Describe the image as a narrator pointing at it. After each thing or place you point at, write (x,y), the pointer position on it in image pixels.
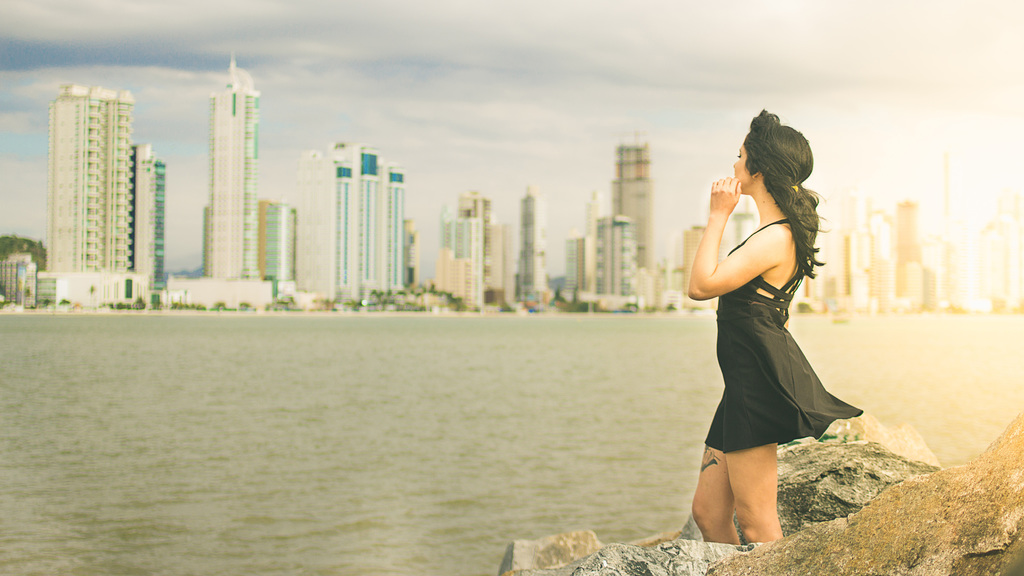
As we can see in the image there is water (350,364), a woman (758,172) wearing black color dress (777,319) and at the top (401,57) there is sky (322,73). There are rocks (866,554) and in the background (227,217) there are buildings (324,240).
